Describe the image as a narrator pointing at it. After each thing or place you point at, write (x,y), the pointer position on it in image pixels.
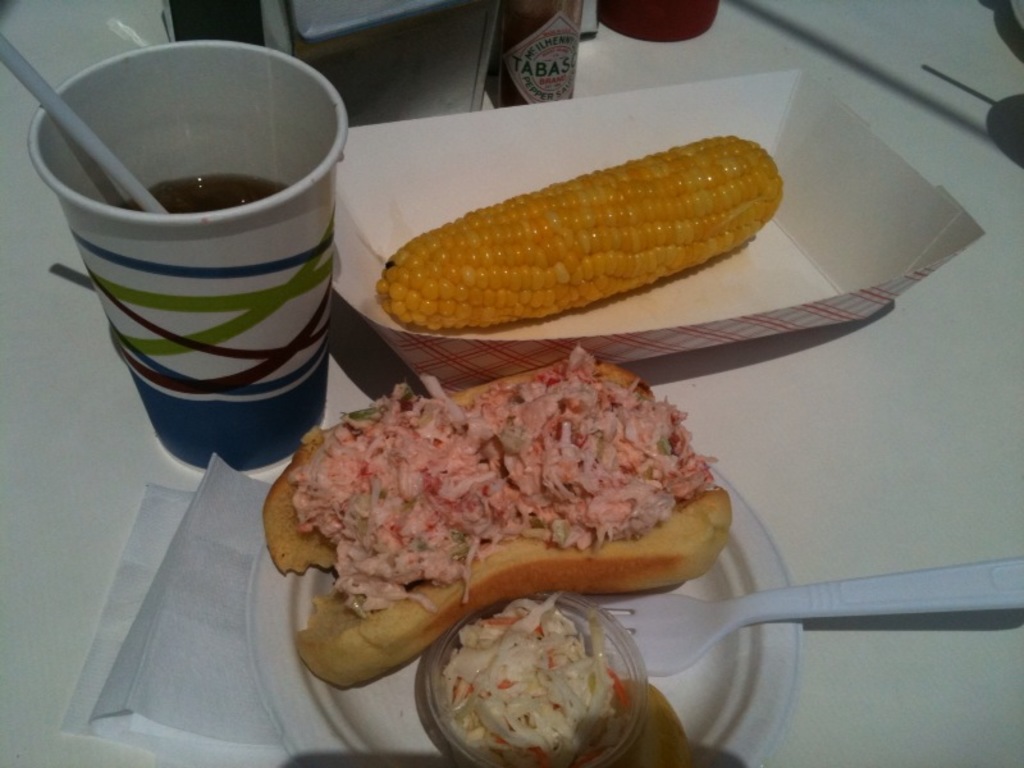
This image consists of some eatables (488,511). There is corn (498,265), cup (198,295), fork (659,631), sandwich (506,555), tissues (239,593).
